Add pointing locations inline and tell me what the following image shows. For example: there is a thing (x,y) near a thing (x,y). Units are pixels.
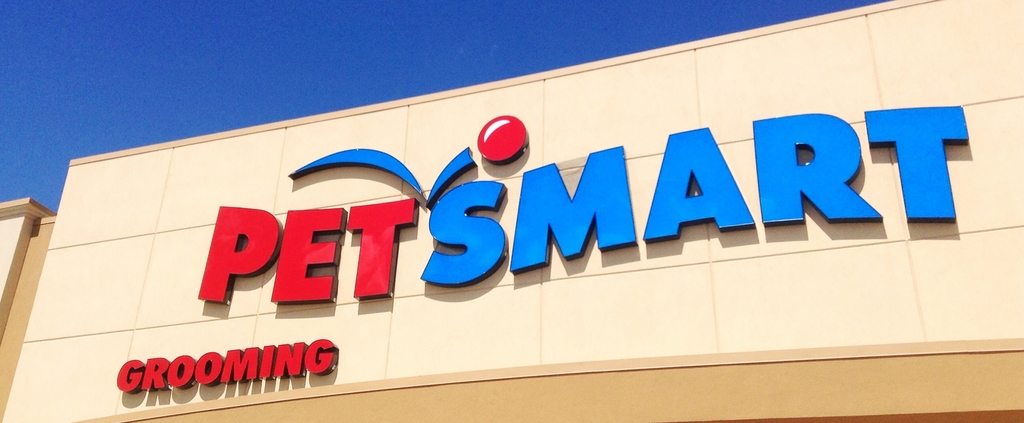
In this picture there is a poster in the center of the image (491,143), on which it is written as pets mart.
